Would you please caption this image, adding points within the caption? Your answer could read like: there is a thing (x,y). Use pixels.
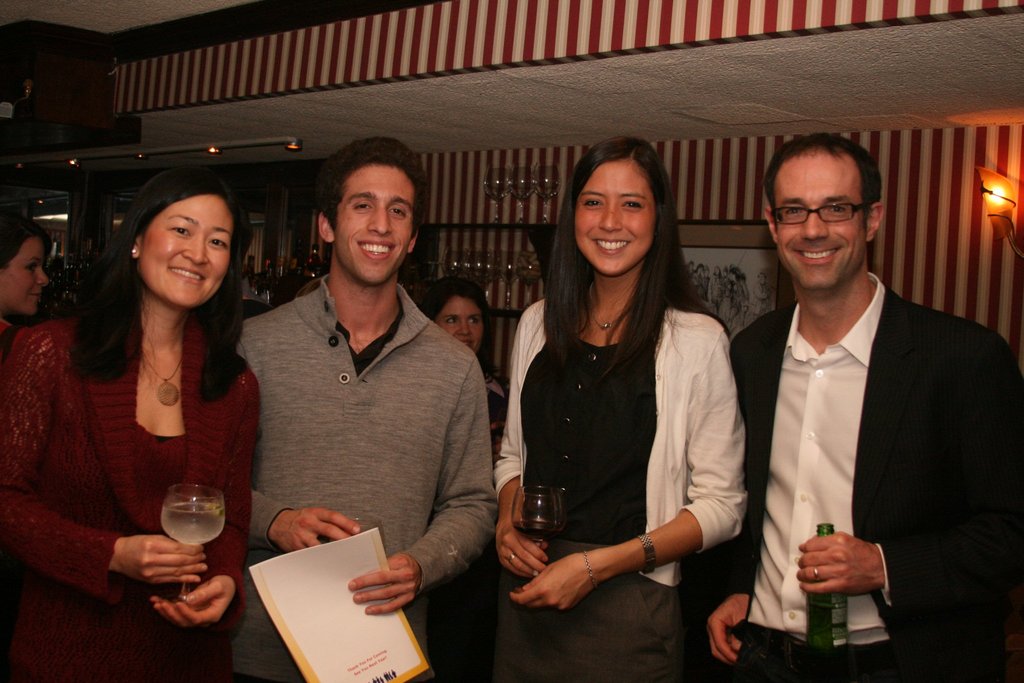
In this image we can see a few people (369,493), two ladies (537,460) are holding glasses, one person (793,565) is holding a bottle (811,603), another person (360,529) is holding papers (325,639), behind them there are glasses (492,181), and bottles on the racks (424,264), there is a photo frame (718,246) on the wall (954,293), also we can see some lights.
